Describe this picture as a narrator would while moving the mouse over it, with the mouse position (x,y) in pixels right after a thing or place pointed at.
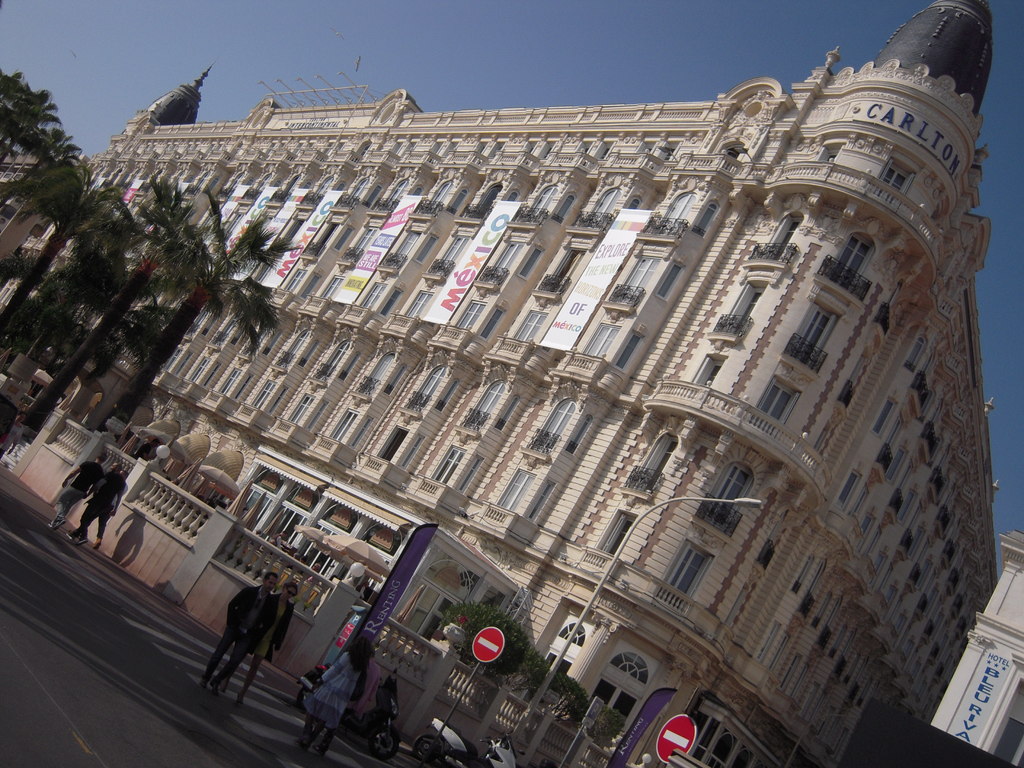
In this image I can see the road (175,687), few persons (234,657) standing, few trees (45,136), few poles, few boards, few motor bikes (427,727) and few buildings (572,448). I can see few banners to the building (308,217) and in the background (295,28) I can see the sky (300,54).
